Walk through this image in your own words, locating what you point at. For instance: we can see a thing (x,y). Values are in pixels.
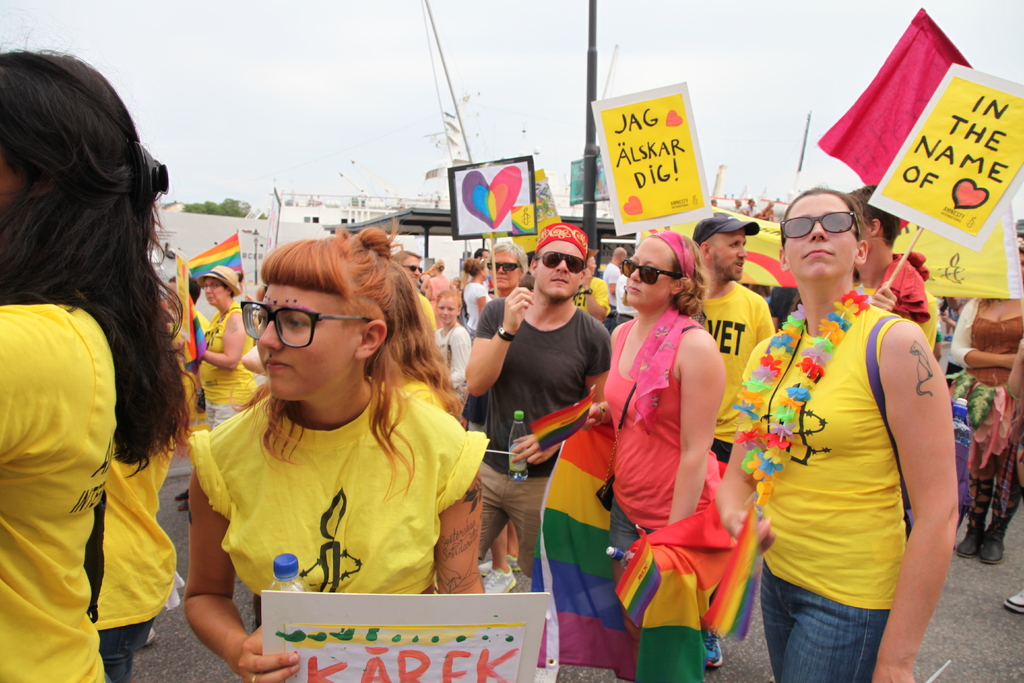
In this image there are so many people (351,509) standing on road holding some placards (431,682), behind them there are some buildings (416,242) and trees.
